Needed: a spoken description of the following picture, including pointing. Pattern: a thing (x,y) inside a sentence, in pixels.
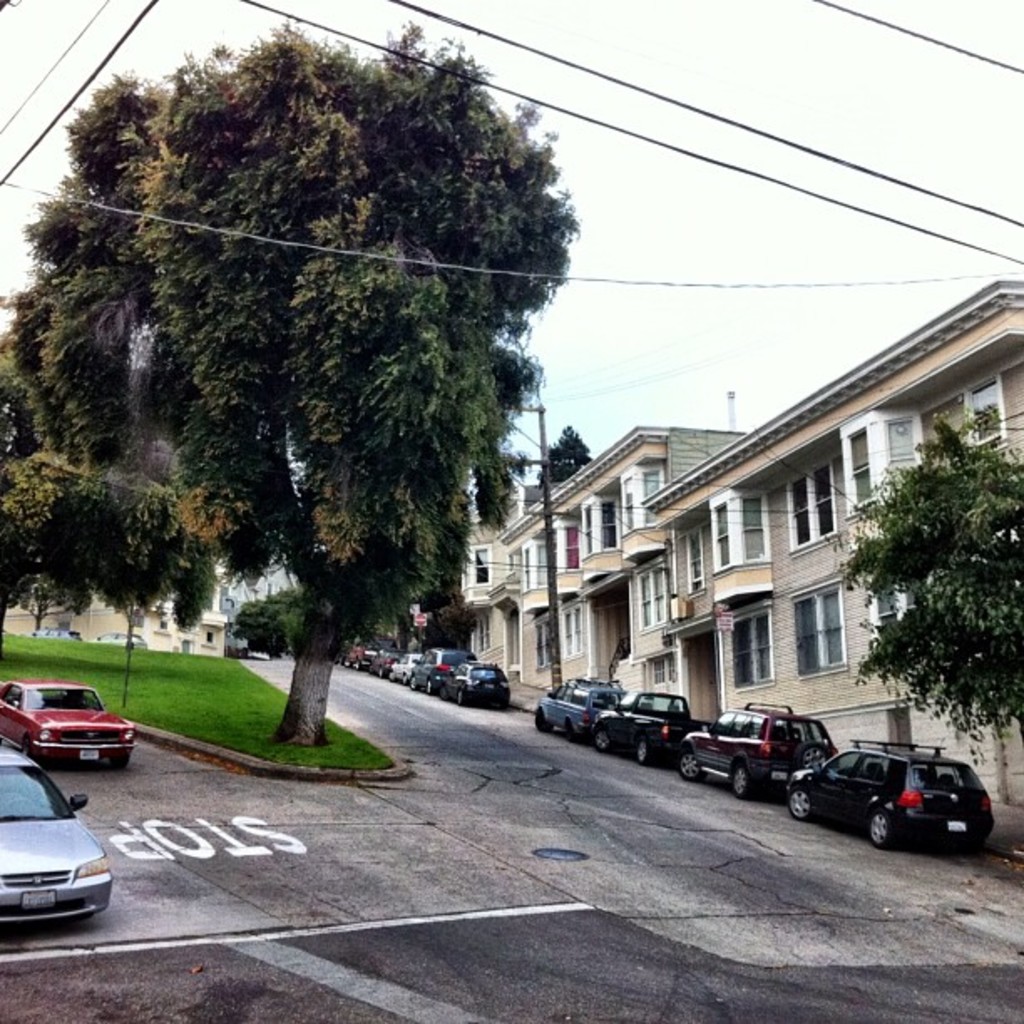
In this picture there are cars (786,739) on the right (735,761) and left side of the image (64,716), there is a tree (27,351) on the left side of the image (269,358) and there are trees (953,552), poles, and buildings (594,553) in the image and there are wires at the top side of the image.
